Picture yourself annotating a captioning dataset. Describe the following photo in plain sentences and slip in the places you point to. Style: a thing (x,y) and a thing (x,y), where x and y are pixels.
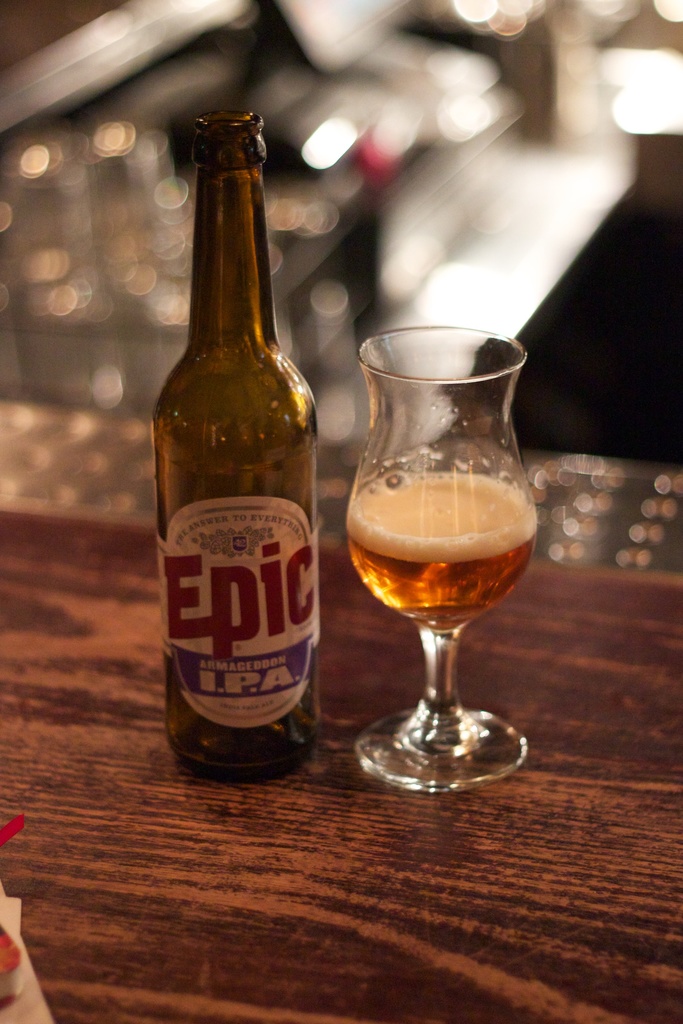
In this picture there is a bottle (247,498) and a glass (419,560) beside the bottle (202,652) on the table (274,861).
